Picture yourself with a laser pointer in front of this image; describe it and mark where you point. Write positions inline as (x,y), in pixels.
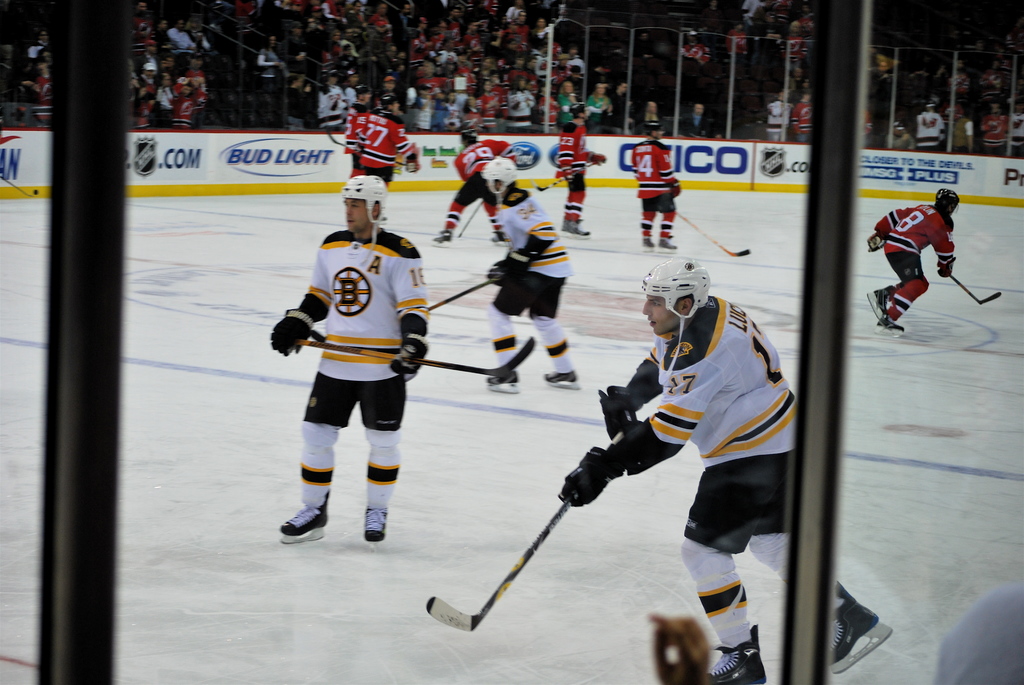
In this picture we can see some people (444,240) playing ice hockey, these people (564,279) wore helmets (667,266), gloves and shoes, in the background (461,95) there are some people (473,77), we can see hoardings (768,172) here.
